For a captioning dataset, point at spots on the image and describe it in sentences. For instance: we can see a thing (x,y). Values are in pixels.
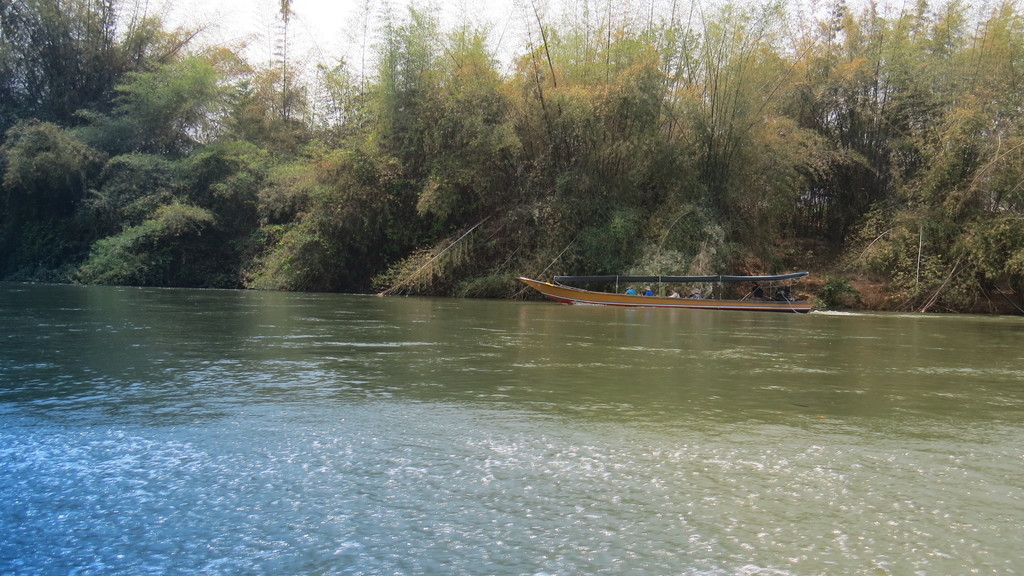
In the image we can see there is a water (470,387) and there is a boat (572,294) standing on the water (657,311). There are people (632,292) sitting in the boat (659,288) and behind there are trees (578,201).
